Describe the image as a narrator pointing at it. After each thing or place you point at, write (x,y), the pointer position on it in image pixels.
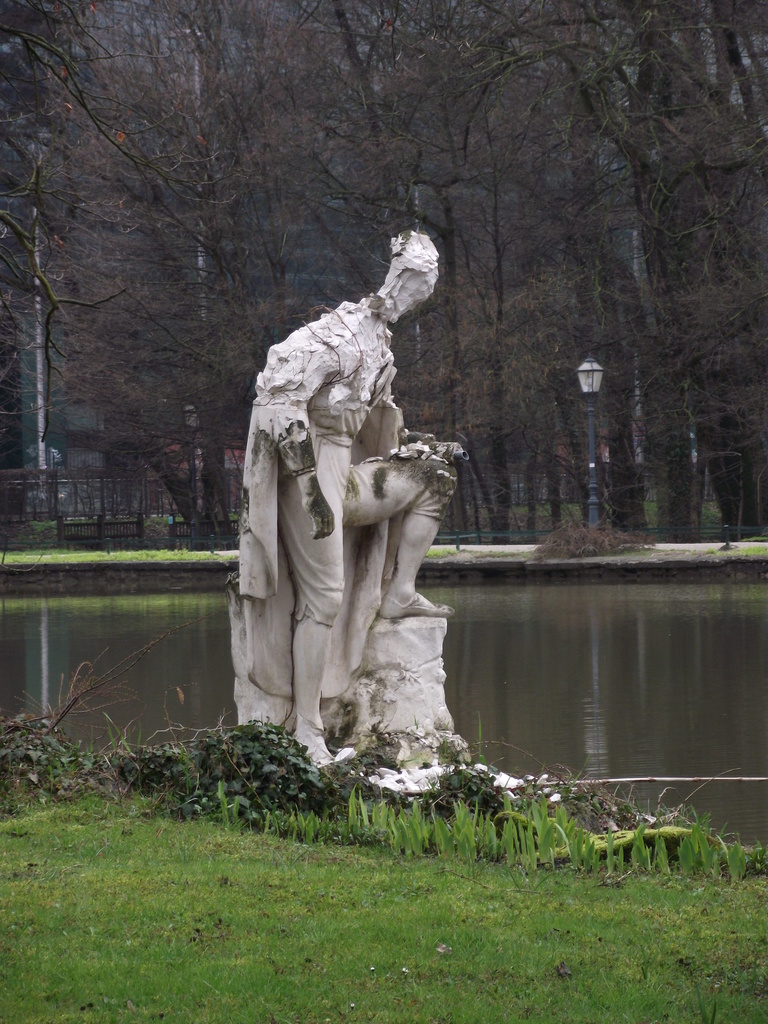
This picture is clicked outside. In the foreground (84,898) we can see the green grass (648,896), plants (366,792) and a sculpture (353,574) of a person (353,574) and we can see the water body (193,665). In the background (106,159) we can see the trees (564,185), lamp post (598,370), benches (174,524) and some other objects (81,417).
